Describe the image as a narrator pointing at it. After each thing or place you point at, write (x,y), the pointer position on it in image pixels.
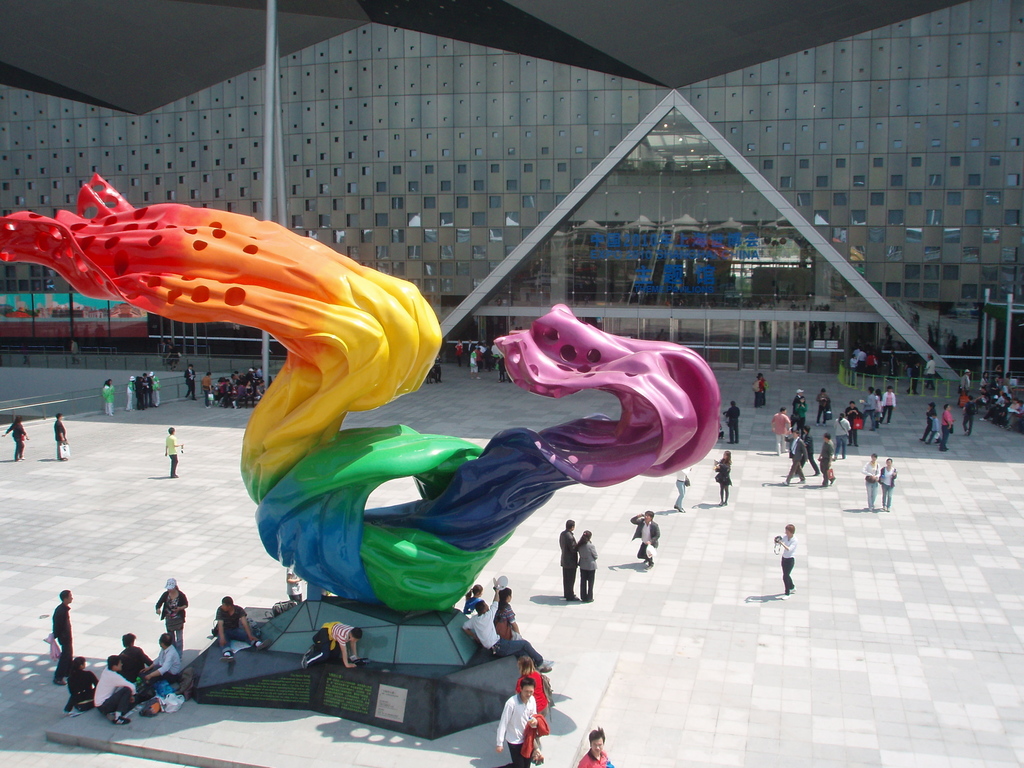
In this image I can see group of people (121,691) some are sitting and some are standing, in front (473,539) I can see a statue (299,293) in multi color. Background (786,284) I can see a glass window (689,269).
